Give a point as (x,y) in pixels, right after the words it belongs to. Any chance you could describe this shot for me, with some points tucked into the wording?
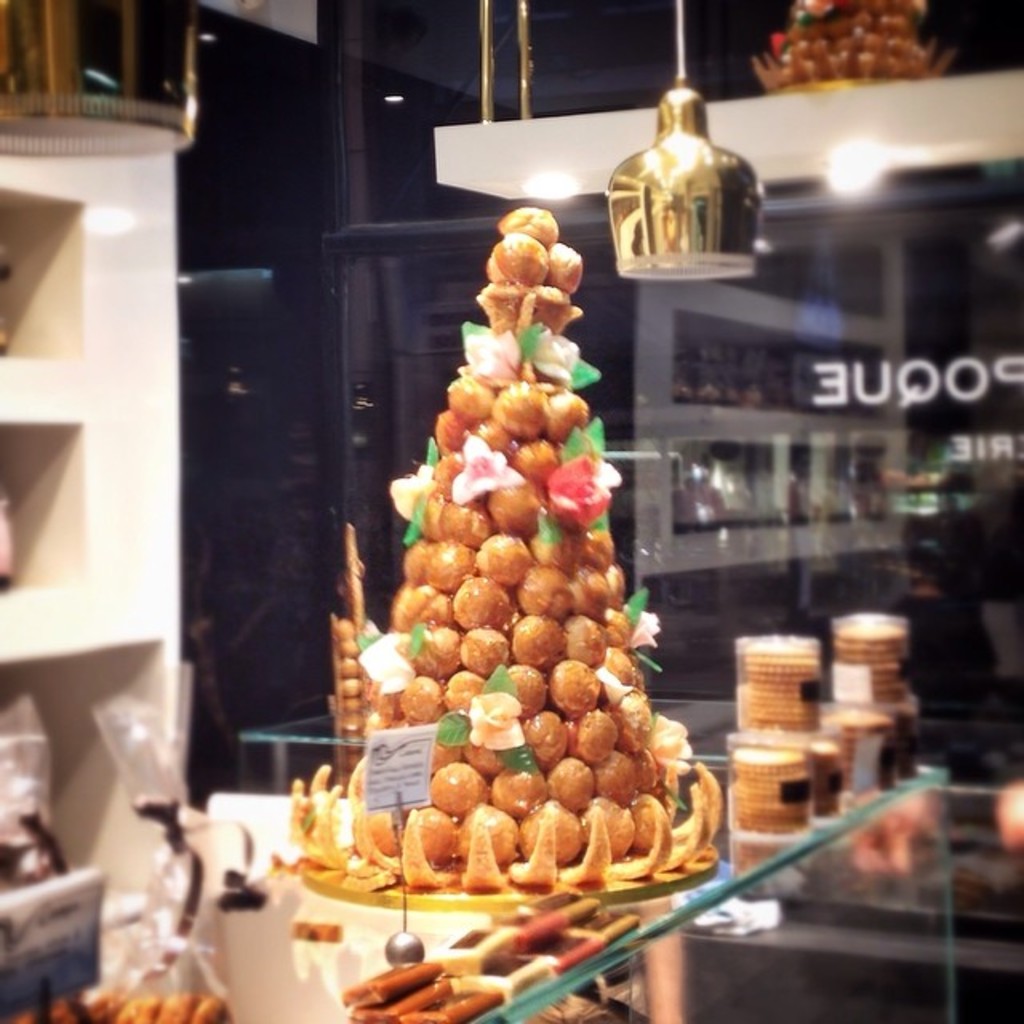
In this image in the foreground (331,636) there is a table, on which there is a food item stand (430,829), boxes (750,743) contain food (762,673), on the left side (57,812) there is a rack (30,579), in which there are some objects (45,762), behind the table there is the glass (872,375), on the glass (741,419), reflection (859,423) of person (994,542) text (856,366), shelf (773,348), at the top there is a light (863,168) attached to the roof (818,166), chandelier (668,251).
